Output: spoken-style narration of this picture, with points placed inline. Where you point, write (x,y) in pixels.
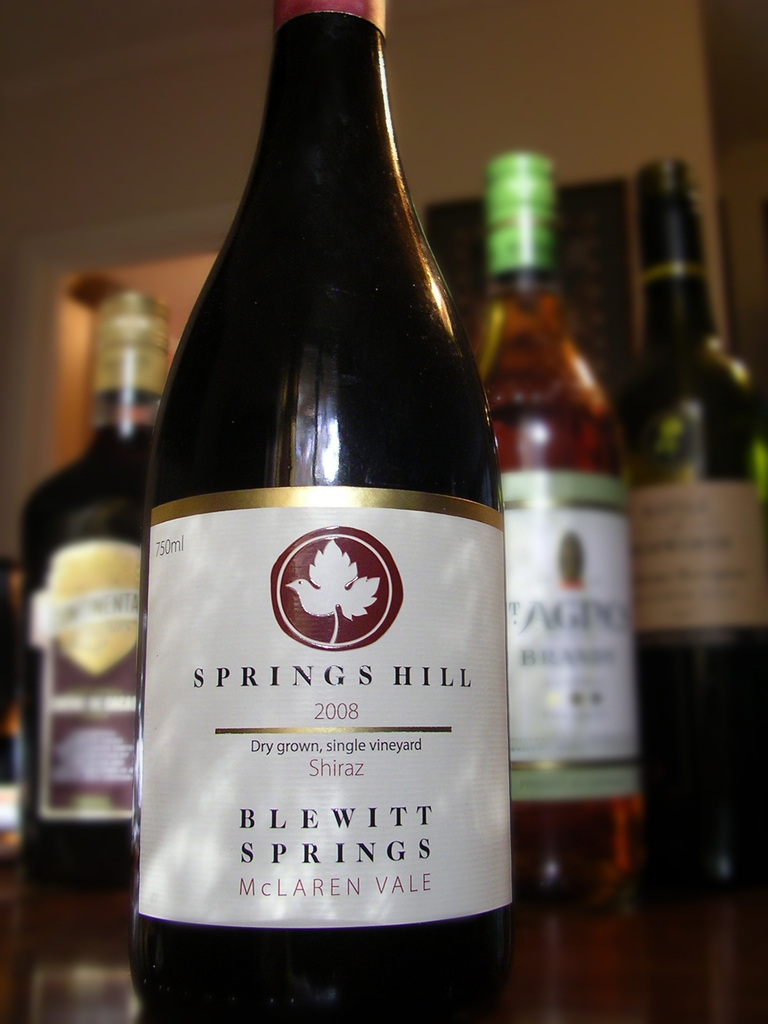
In this picture there is a wine bottle (271,580) placed on the table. In the background (531,569) there are some bottles (58,494) and a wall (107,125) here.
